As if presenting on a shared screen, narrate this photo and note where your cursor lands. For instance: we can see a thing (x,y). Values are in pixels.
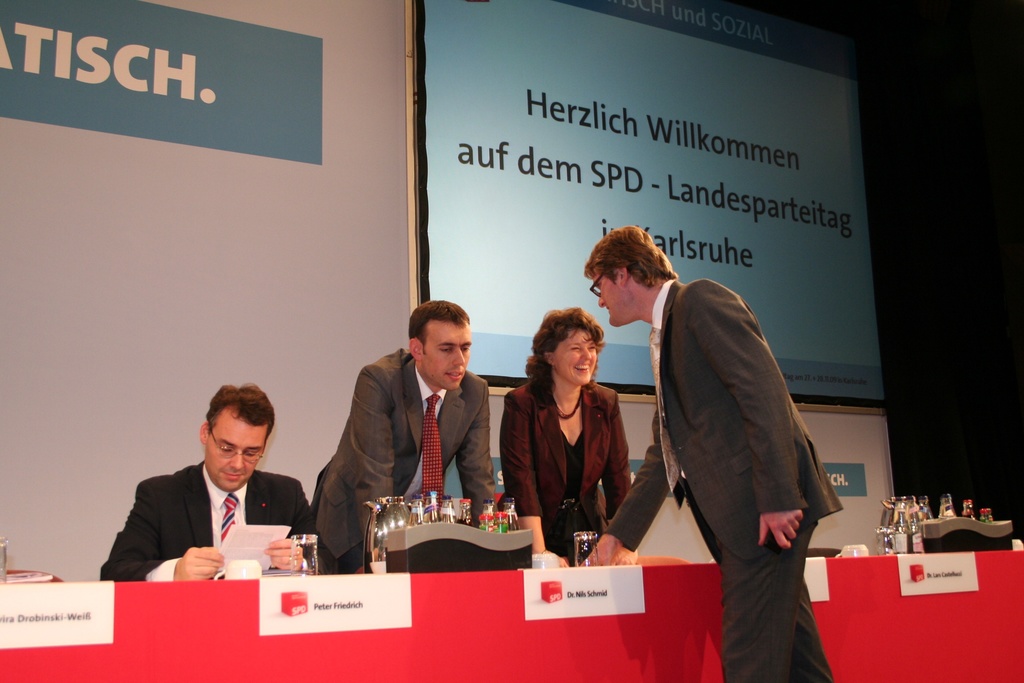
In this image there are few persons (472,414) around the table (191,605) in which one of them is sitting on the chair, on the table (533,649) there are few glasses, bottles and some other objects (398,507), there is a screen (789,210) with some text (714,247) and some text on the wall (262,158).
